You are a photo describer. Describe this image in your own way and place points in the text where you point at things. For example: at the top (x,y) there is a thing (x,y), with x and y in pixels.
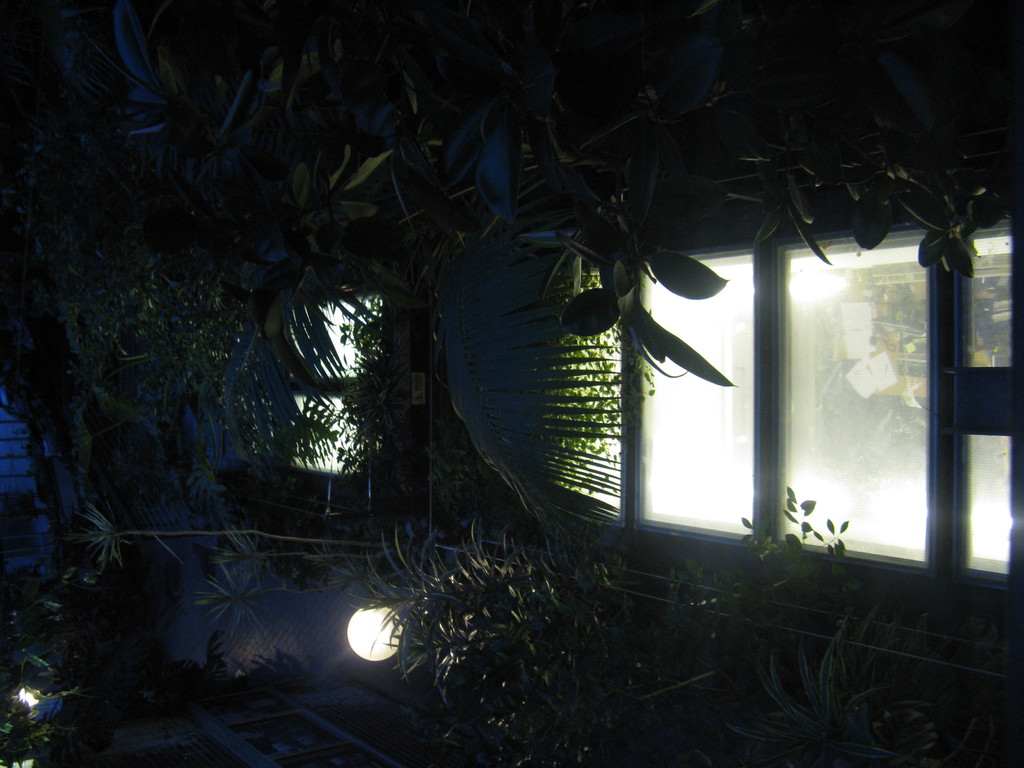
In this picture we can see the trees (553,168), plants (421,284) and grass (415,686). At the bottom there is a light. On the right (816,349) we can see many windows (1011,527). Through the window (1006,457) we can see the papers (874,367) and wall (858,368).
